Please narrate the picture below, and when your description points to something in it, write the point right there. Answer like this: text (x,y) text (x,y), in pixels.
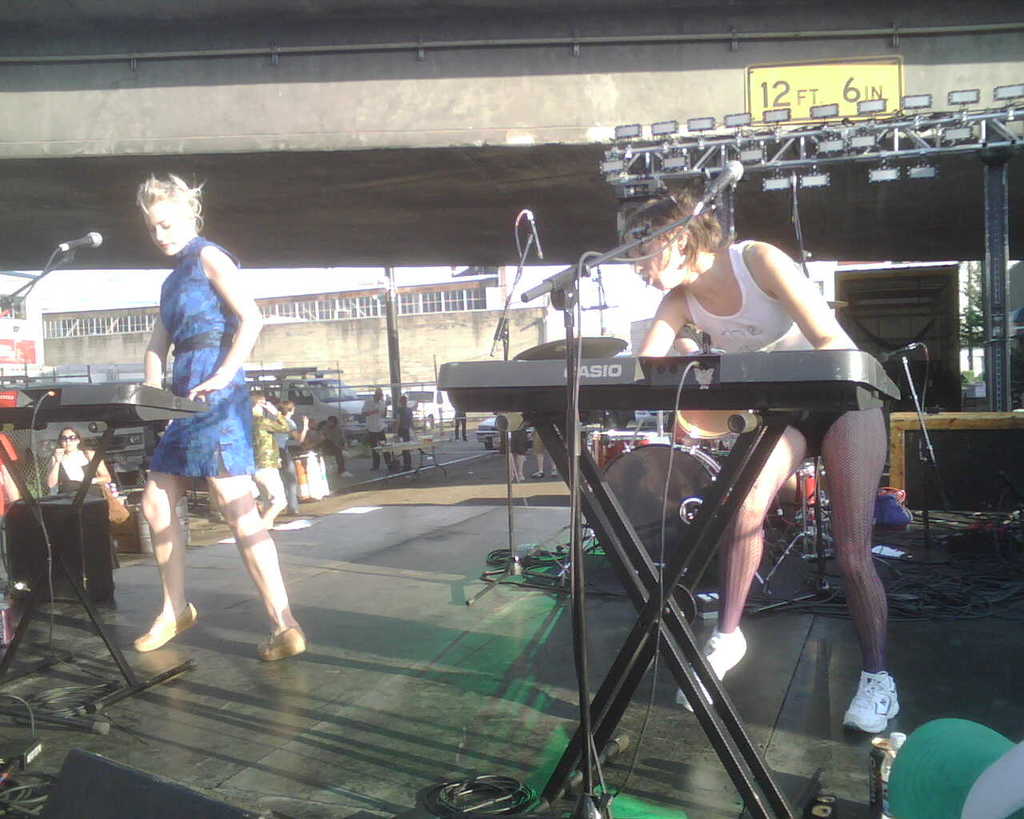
In this image I can see two people (668,348) playing the musical instruments (700,389) and these people (655,340) are wearing the different color dresses (214,454). There are the mics (572,357) in front of these people (660,320). In the background (341,424) I can see few more people (276,437). In the back (396,255) I can see the bridge (304,4), building (367,317) and the sky (84,294).
